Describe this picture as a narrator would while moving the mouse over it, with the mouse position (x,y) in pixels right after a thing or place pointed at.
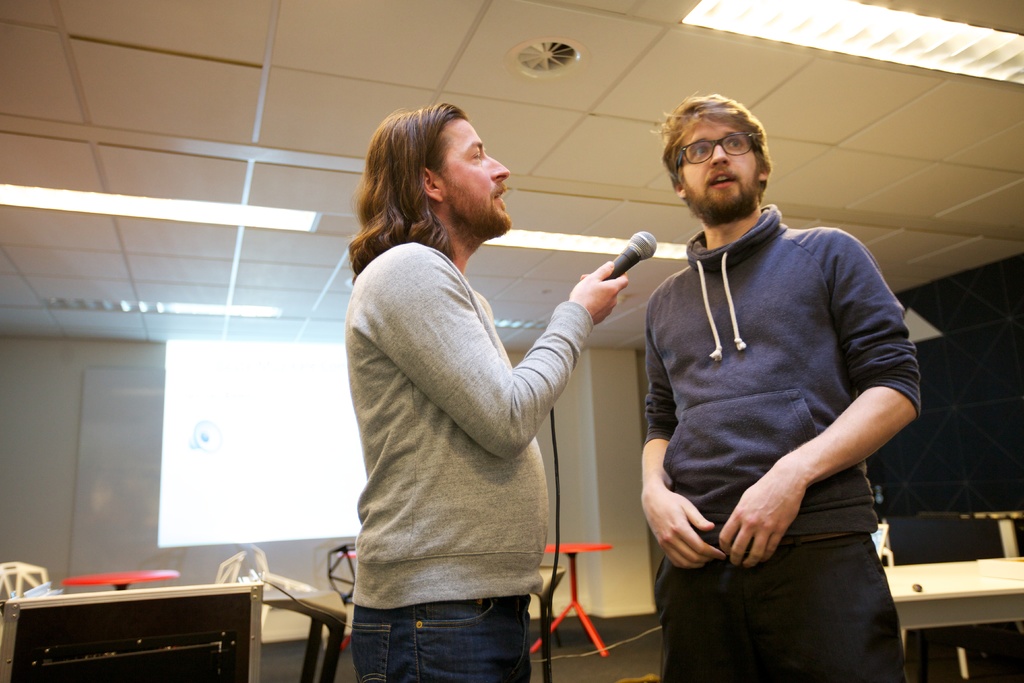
In this image we can see persons (412,212) standing and holding mic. In the background (54,467) we can see table (331,627), chairs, screen (207,460), board (114,461) and wall (58,380).
